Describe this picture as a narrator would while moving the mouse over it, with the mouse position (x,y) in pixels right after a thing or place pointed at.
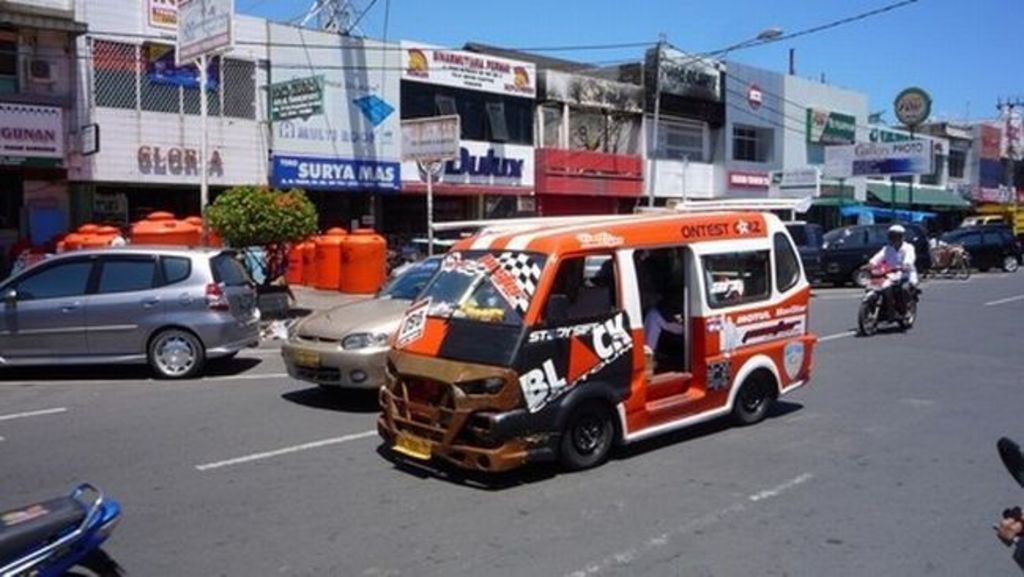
In this picture I can see few vehicles (443,343) are moving on the road (265,349), in the middle (355,252) there are bushes (301,237) and plastic tanks (308,276). In the background (43,234) there are boards (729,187) and buildings (677,171). At the top (548,26) there is the sky (531,19).
